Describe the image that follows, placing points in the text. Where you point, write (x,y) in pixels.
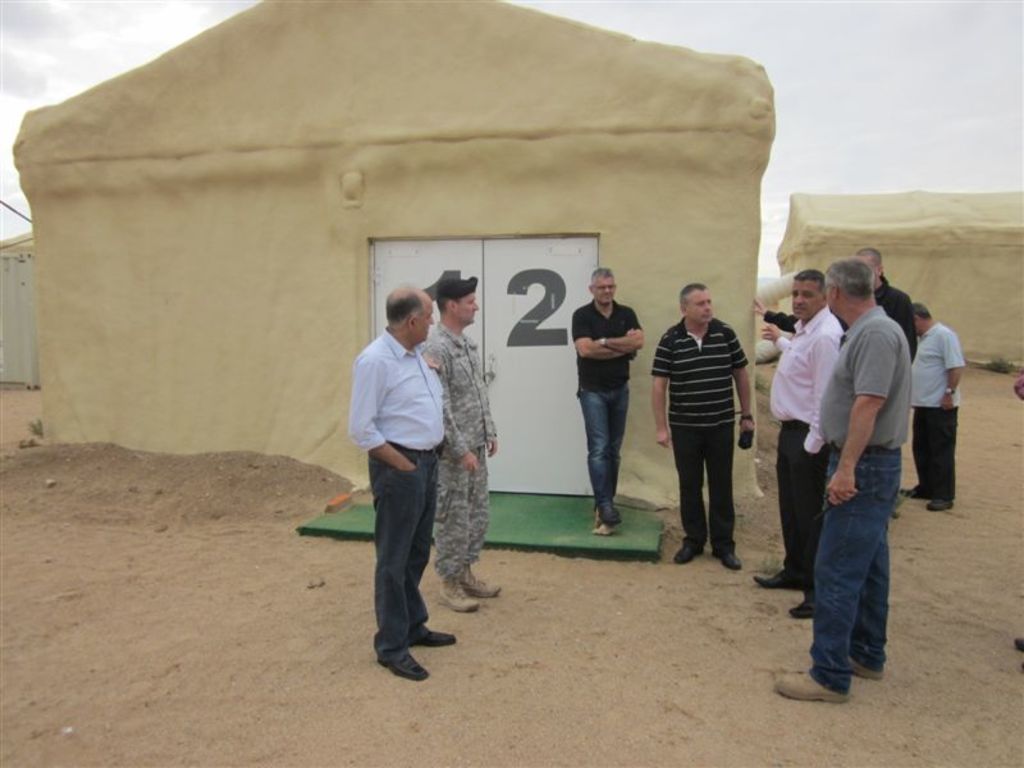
Here in this picture we can see a group of men (631,354) standing on the ground (531,594) and in that we can see a person (448,377) wearing a military dress (447,384) and a cap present and behind them we can see some shelters (374,240) with doors (575,279) present and we can see the sky (843,76) is cloudy.
